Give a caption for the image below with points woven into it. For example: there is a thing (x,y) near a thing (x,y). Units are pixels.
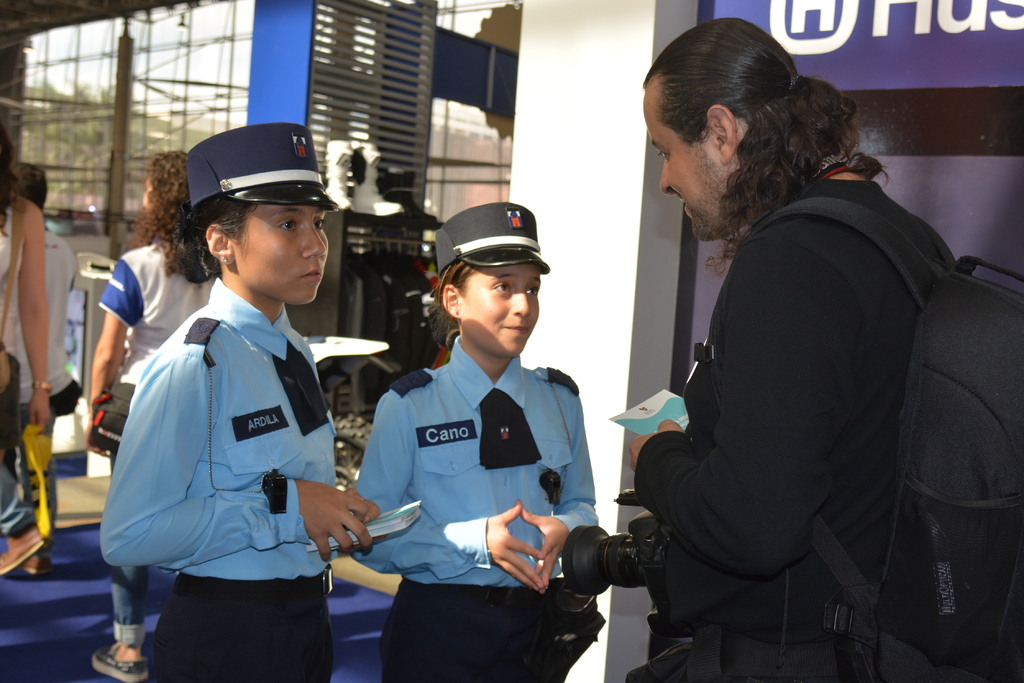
In the image in the center (632,450) we can see three persons (479,569) were standing. And the right side person (869,358) is wearing backpack (916,373). And we can see they were holding pamphlets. In the background (632,142) there is a building (191,77), wall (634,170), banner (971,19), carpet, glass (179,71), racks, shoes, few people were walking and holding some objects (13,278) etc.
